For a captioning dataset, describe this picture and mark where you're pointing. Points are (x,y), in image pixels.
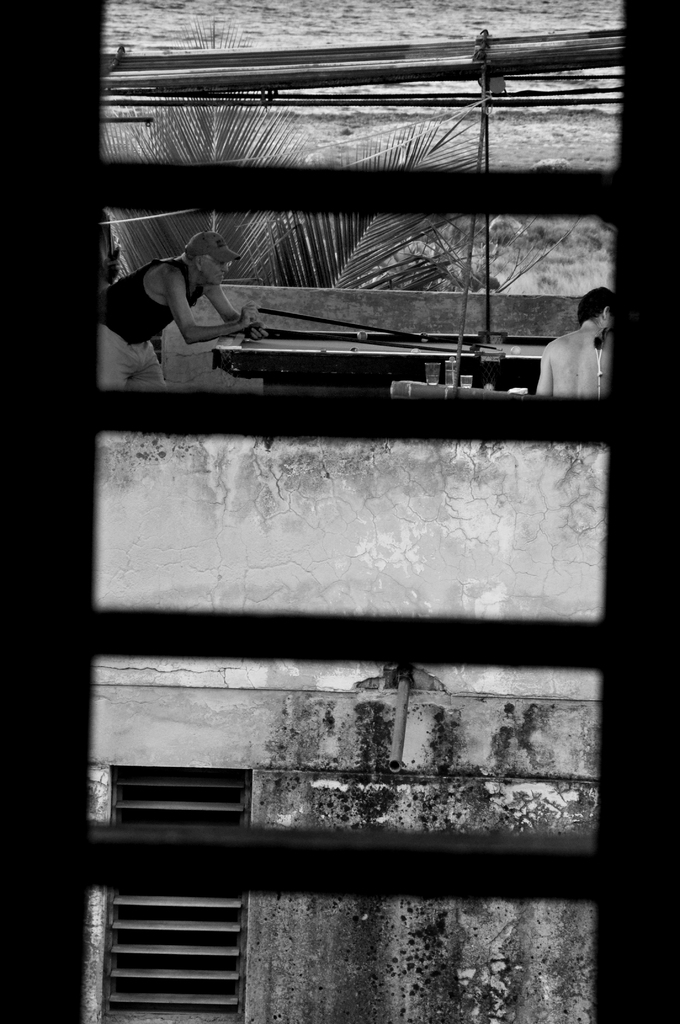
In the picture I can see a man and a person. I can also see a building (390,546), the water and some other objects (364,374). This picture is black and white in color.
